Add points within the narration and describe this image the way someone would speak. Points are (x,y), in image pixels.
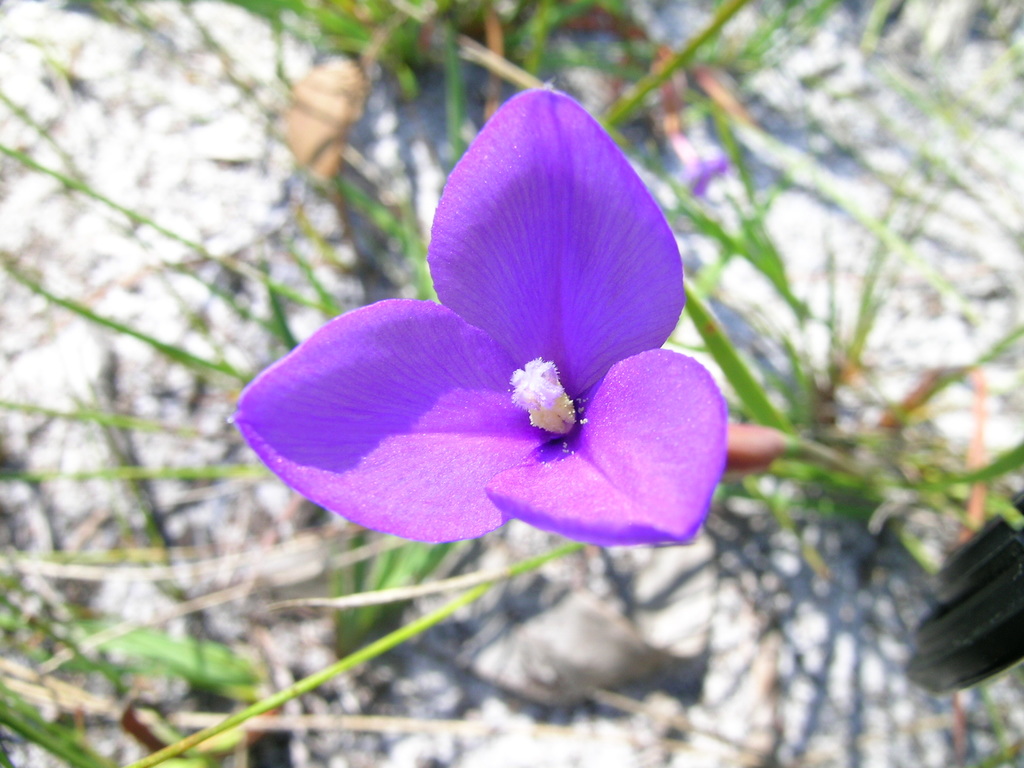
In this image there is a flower (418,432) in violet color and some grass (664,87) on the surface (839,679).
